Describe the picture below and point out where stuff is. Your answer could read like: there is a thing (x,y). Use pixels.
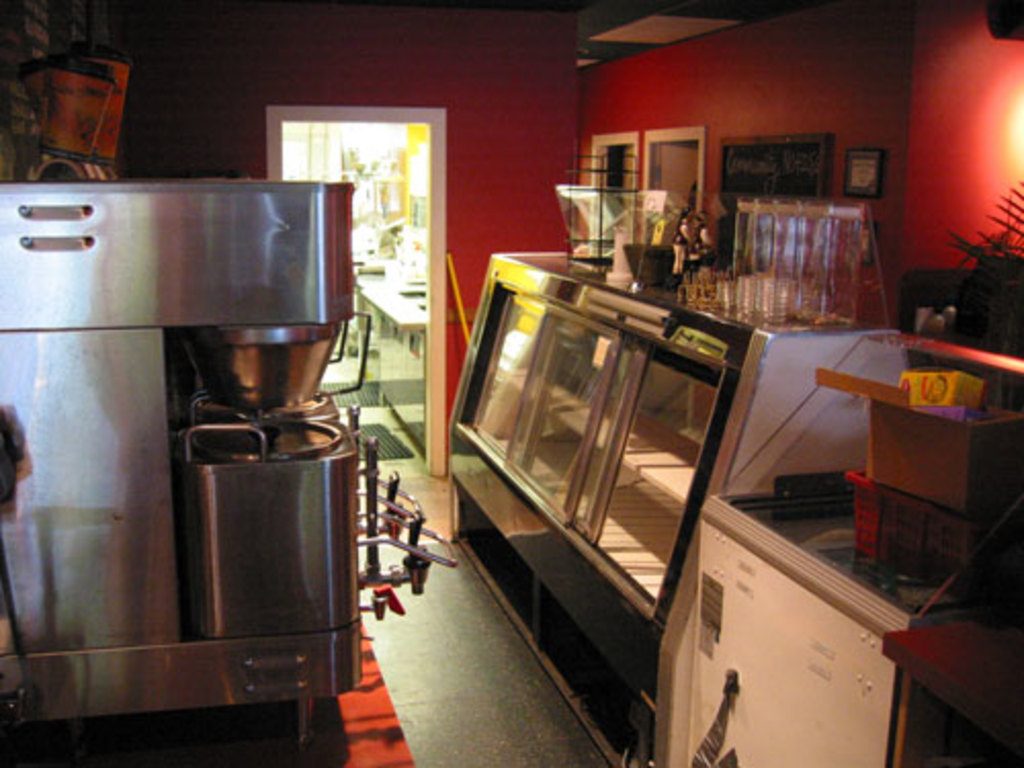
In this image, we can see a display counter (514,323) in front of the wall (749,108). There is a machine (170,414) on the left side of the image (170,414). There is a box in the bottom right of the image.
